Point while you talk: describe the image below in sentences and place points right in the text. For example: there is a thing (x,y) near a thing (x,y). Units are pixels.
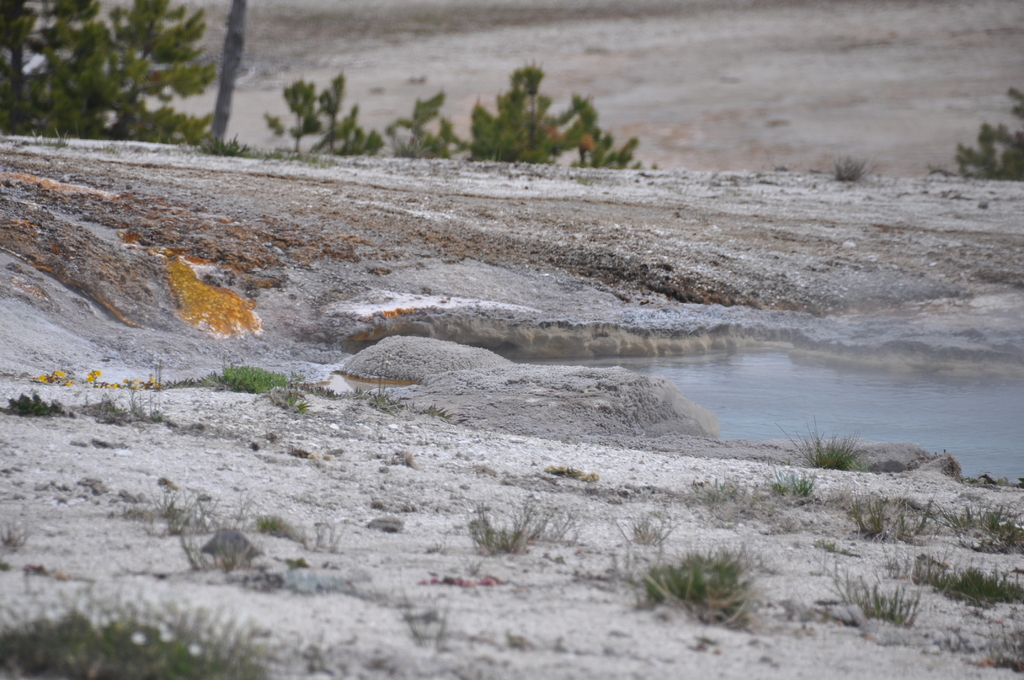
In this image we can see sand (443,395), water (869,384), plants (697,592) and trees (191,71).
